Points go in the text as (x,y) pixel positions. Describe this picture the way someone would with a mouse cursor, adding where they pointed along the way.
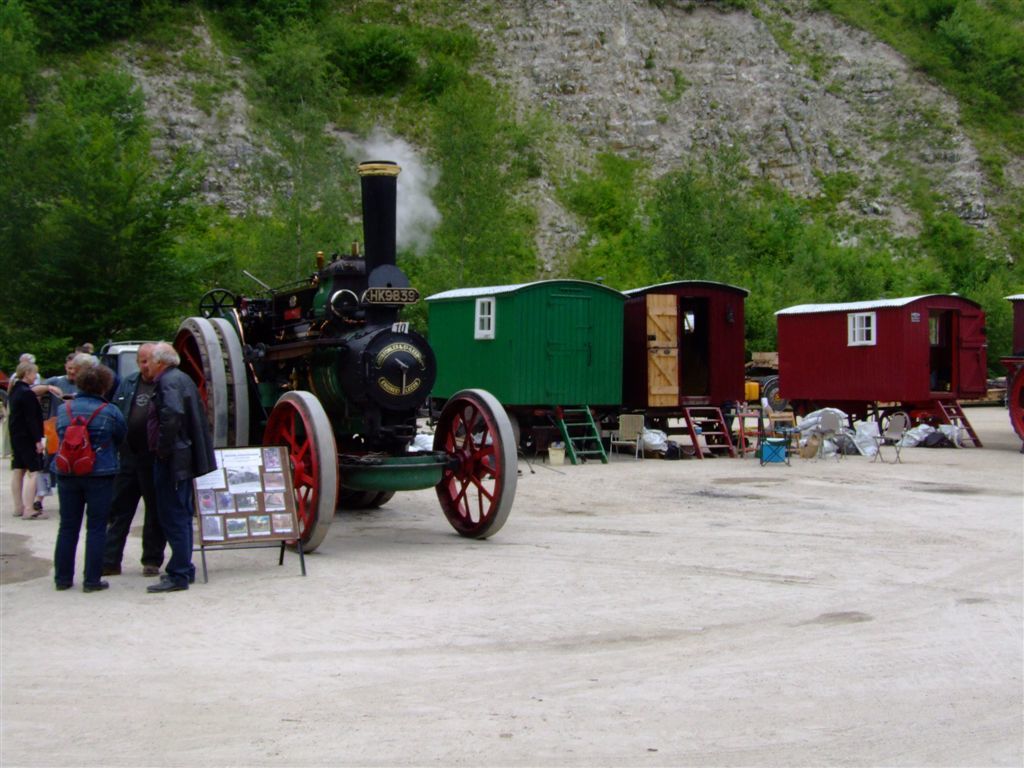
In this image we can see a vehicle (424,392), some sheds (789,360), a board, some objects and a group of people (121,527) standing on the ground (711,679). On the backside (796,304) we can see some plants (633,236), trees (240,232) and the rock (691,72).
